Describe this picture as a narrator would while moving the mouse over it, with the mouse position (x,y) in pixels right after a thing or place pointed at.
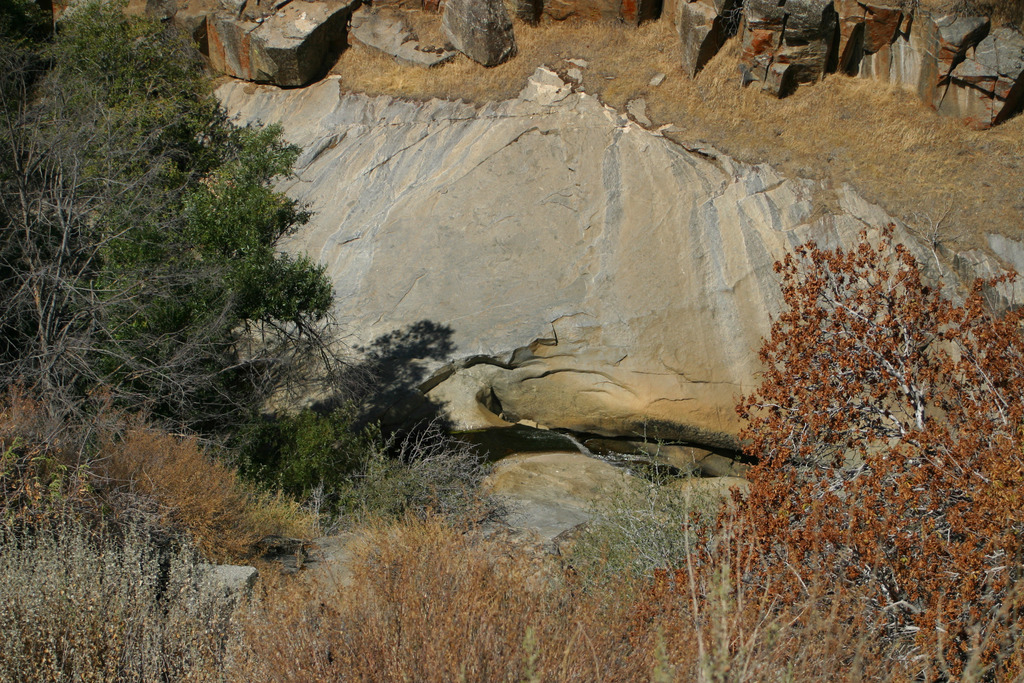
In this picture I can observe some plants (219,464) and trees (232,377). I can observe some water (532,434) in the middle of the picture (559,445). In the top of the picture (425,61) I can observe some rocks (280,79).
